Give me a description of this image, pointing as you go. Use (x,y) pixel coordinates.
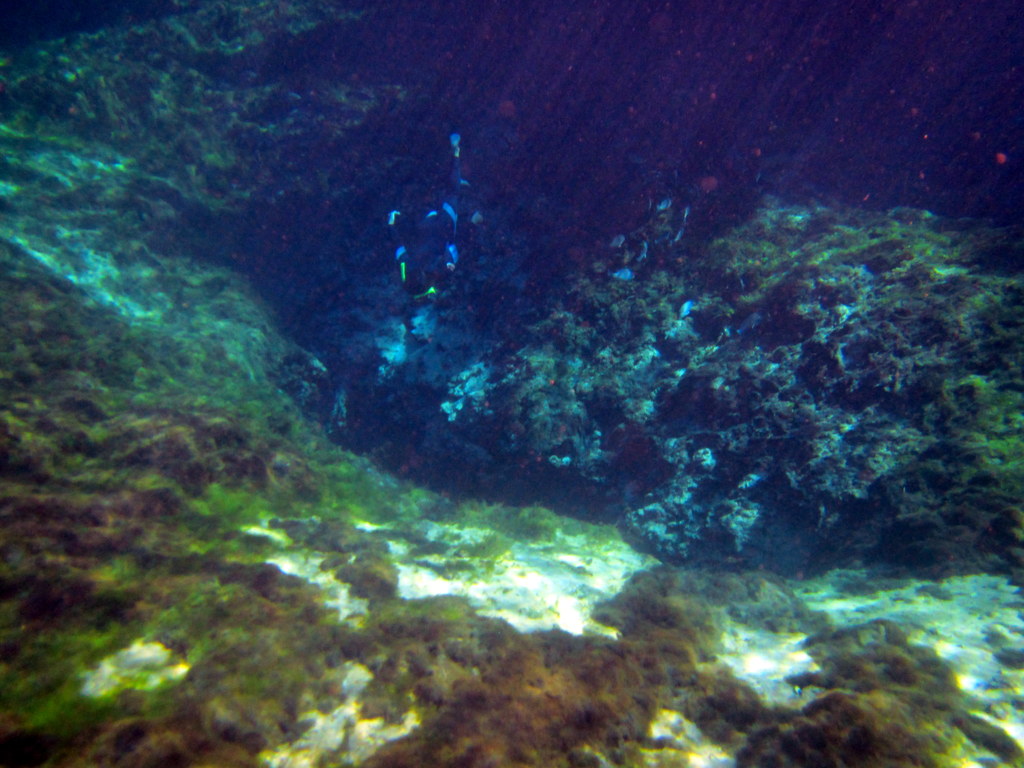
Under a large water body (529,40), there is some creature (452,247) swimming in between the plants (382,555).
